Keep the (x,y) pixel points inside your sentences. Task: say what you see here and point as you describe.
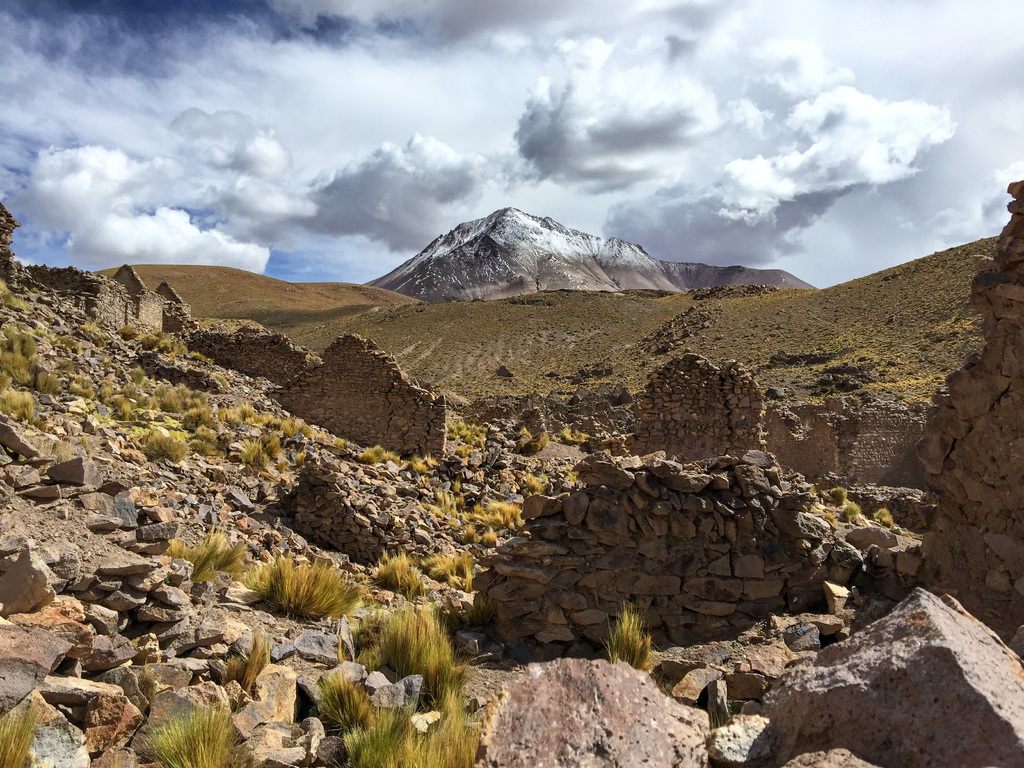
In this image there are few rocks (355,553) and grass (480,518) are on the land (480,431). Middle of the image (433,268) there are few hills (483,349). Top of the image (442,219) there is sky (490,154) with some clouds (490,154).
